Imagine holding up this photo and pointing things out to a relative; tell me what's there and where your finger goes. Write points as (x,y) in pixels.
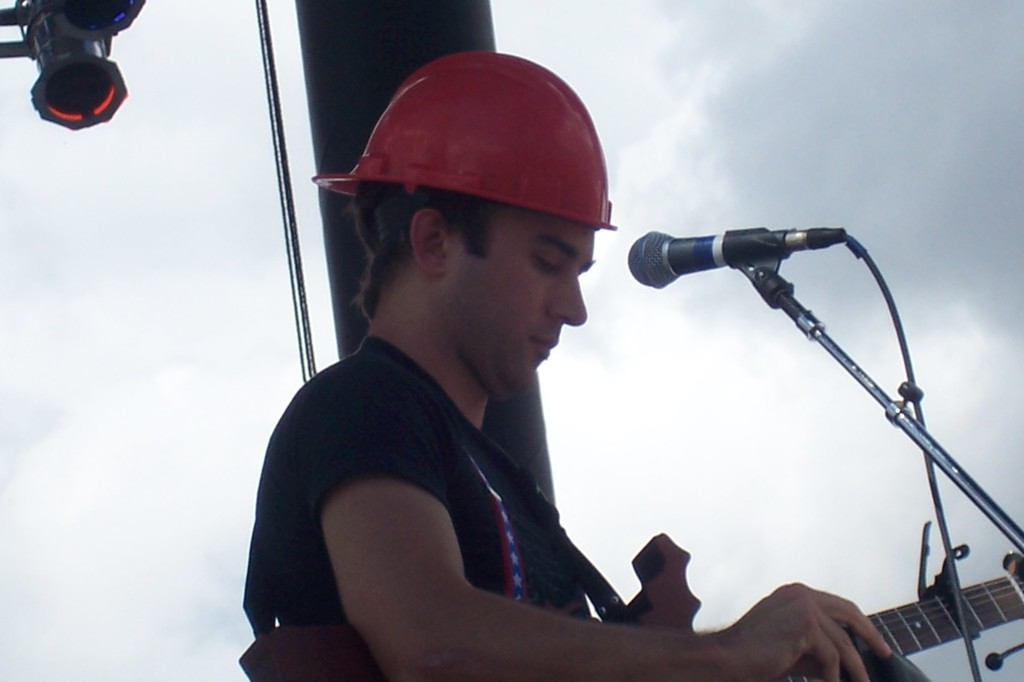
In this image, we can see a person (852,642) wearing a guitar (657,605) in front of the mic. There is a pole (361,48) at the top of the image (381,23). There is a light (77,104) in the top left of the image (100,103). There are clouds (846,191) in the sky (216,412).
